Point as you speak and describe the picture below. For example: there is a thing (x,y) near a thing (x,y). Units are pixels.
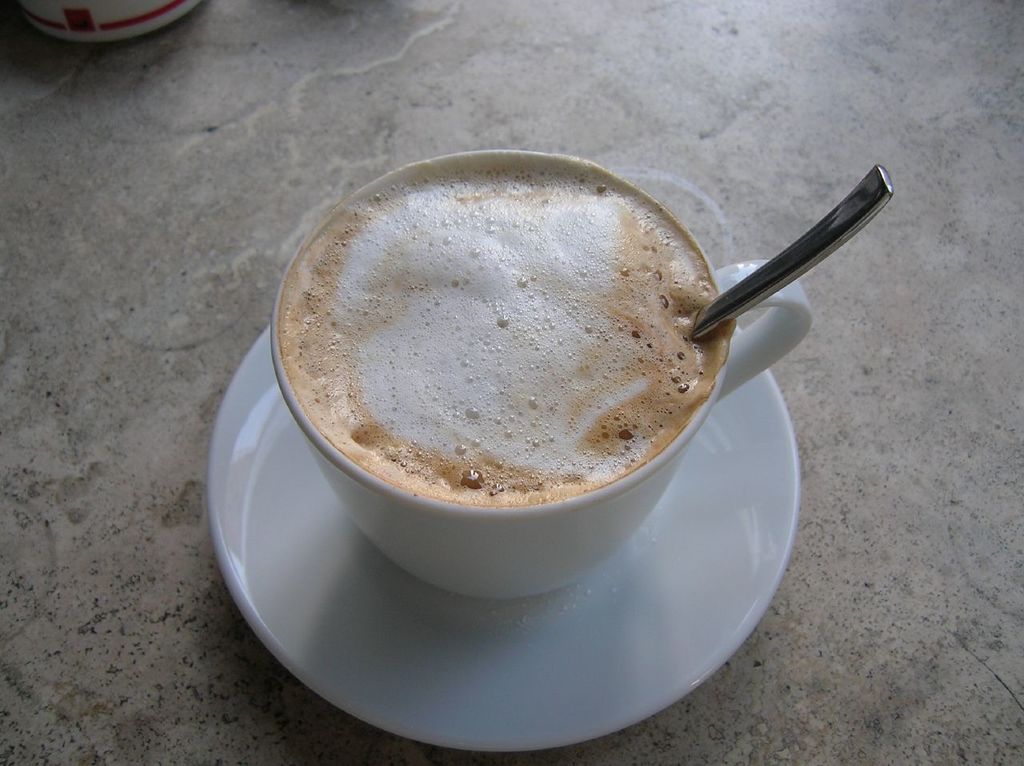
In this image I can see a white colour plate (386,586), a white colour cup (724,386) and in it I can see drink (470,366) which is of brown and white colour. I can also see a spoon (706,323) in this cup (763,319). On top left side of this image (43,1) I can see a white colour thing (75,33).
